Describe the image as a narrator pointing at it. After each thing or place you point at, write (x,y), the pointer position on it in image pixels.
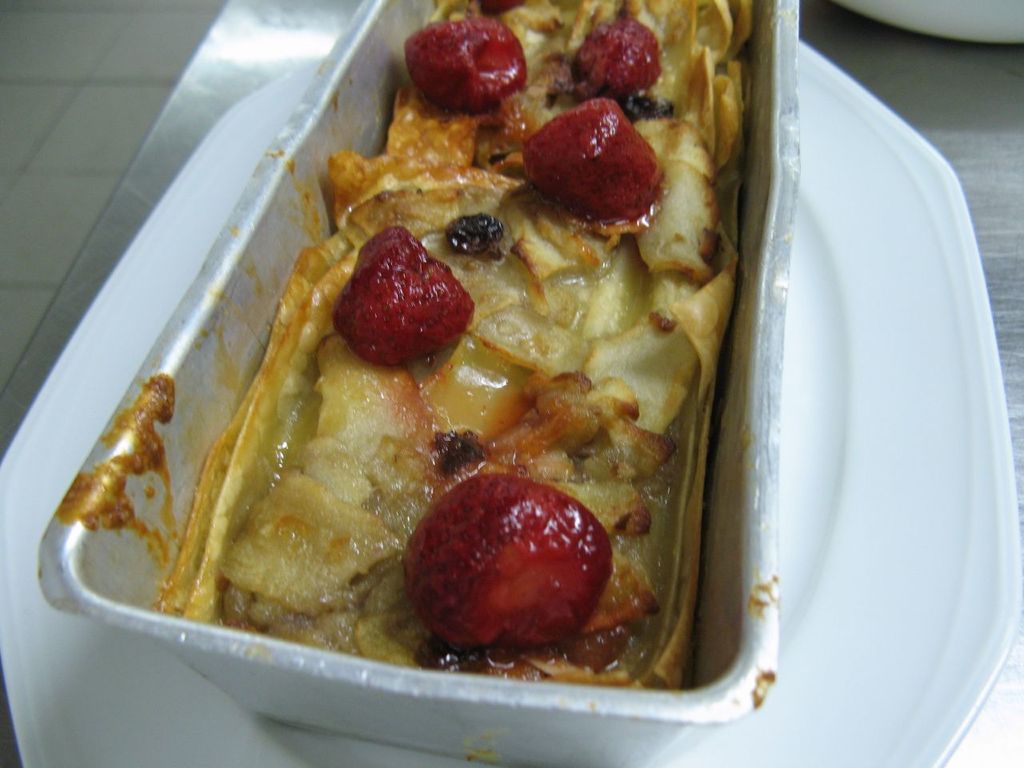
In this image in the center (656,278) there is one plate (26,430), on the plate (95,676) there is one box (259,211) and in that box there is some food (561,160) and at the bottom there is a table (958,119).
